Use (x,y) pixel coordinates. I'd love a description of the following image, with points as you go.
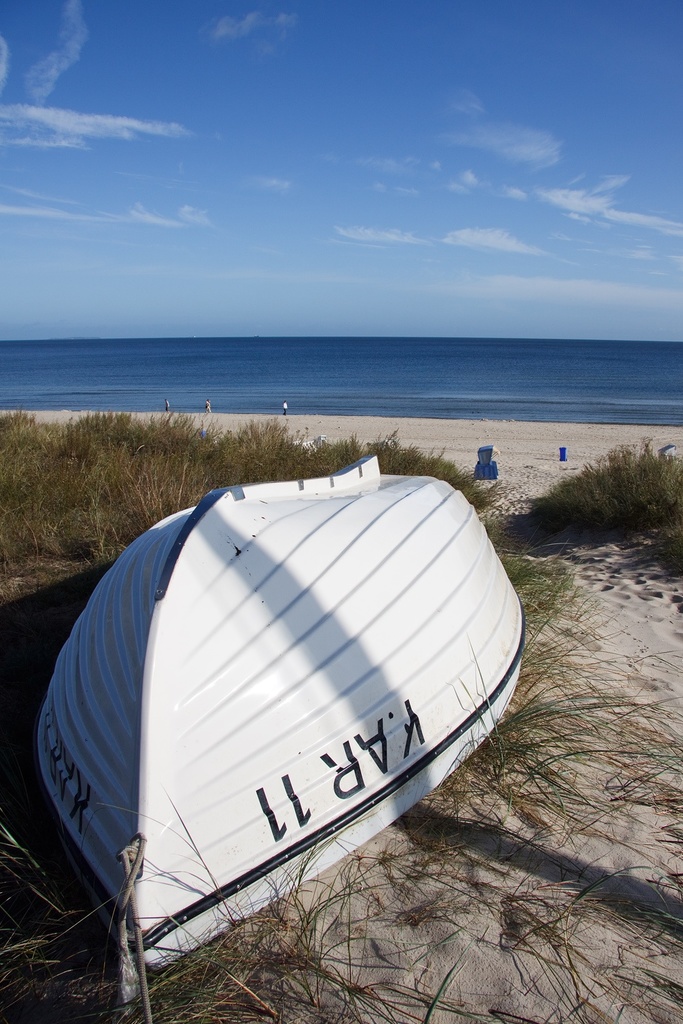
In this picture we can observe white color boat (196,647) in the beach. There are some plants (622,516) on the ground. In the background (300,383) there is an ocean (256,383) and a sky (259,203) with some clouds (42,72).
